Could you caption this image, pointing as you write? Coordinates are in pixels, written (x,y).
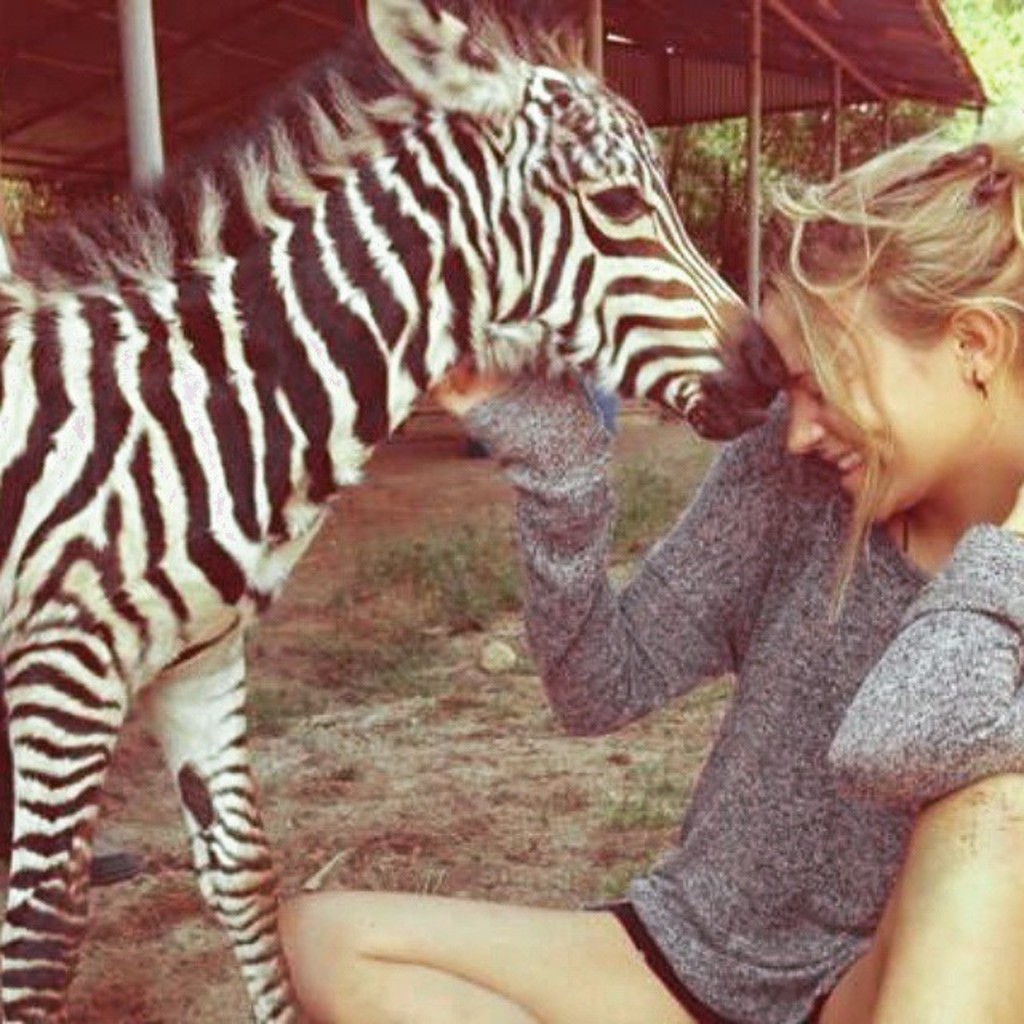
In this image we can see a zebra (224,496), a person (799,500) sitting on the ground (516,619), there is a shed (600,44) and few trees (884,121) in the background (825,147).
